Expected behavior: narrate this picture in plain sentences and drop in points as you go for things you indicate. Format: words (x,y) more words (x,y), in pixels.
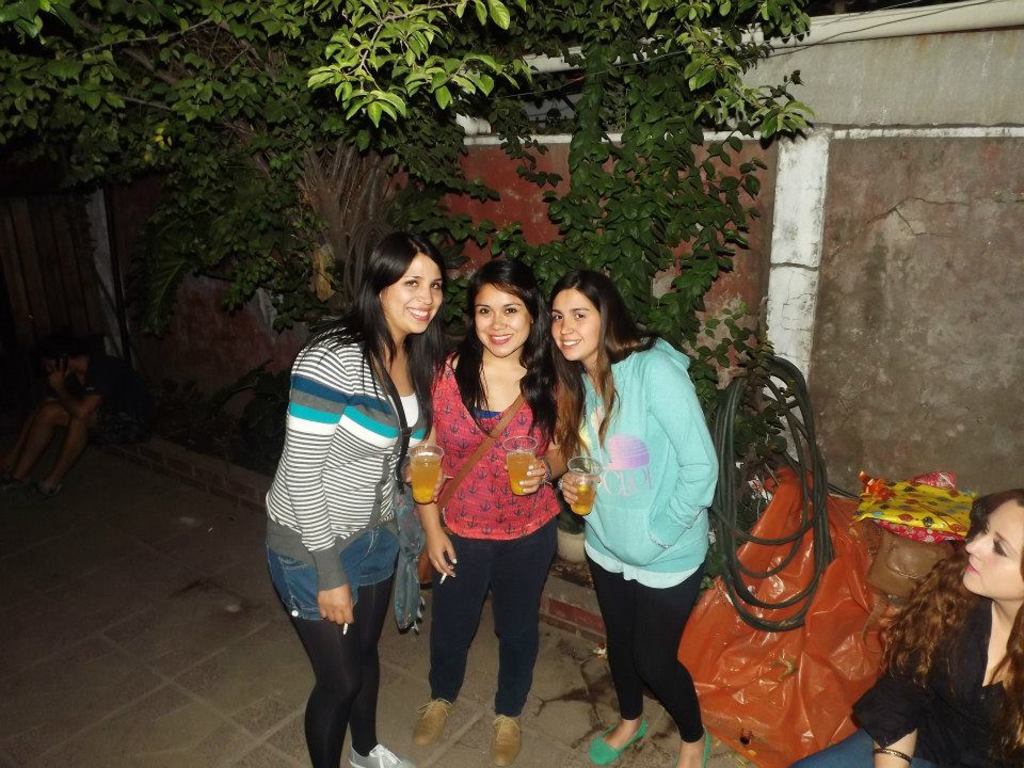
In the center of the image (424,423) we can see three ladies (590,528) standing and holding glasses (517,472). In the background (682,286) there are trees (641,114) and a wall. We can see people (53,416) sitting. There is a pipe (726,542).
